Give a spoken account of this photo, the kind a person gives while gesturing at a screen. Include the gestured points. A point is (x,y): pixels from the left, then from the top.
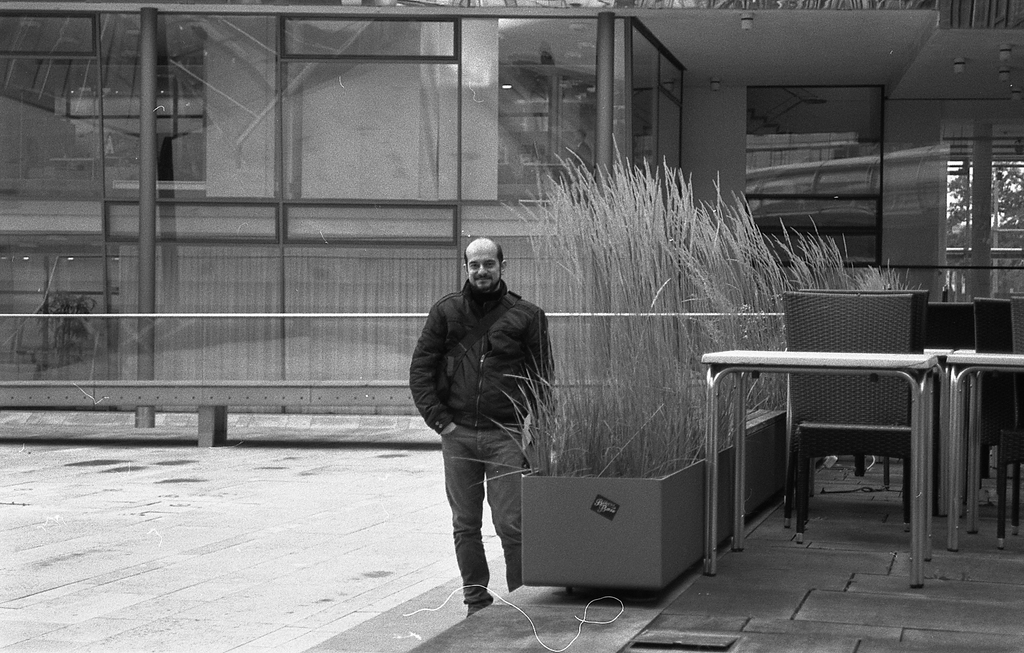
In this image I can see the black and white picture in which I can see a person (502,335) is standing on the ground (488,505), few plants (620,380), few tables (959,359), few chairs (938,330) and a building (499,144). I can see the window (971,169) of the building (989,151) through which I can see few trees (956,221).
